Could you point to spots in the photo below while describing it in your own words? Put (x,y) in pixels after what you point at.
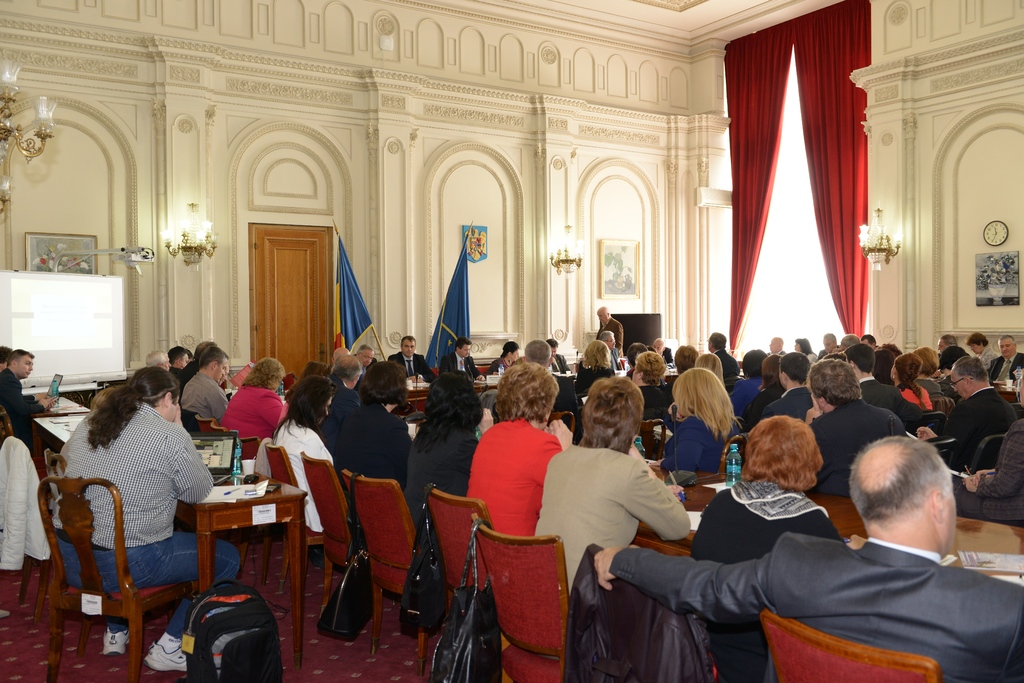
It looks like a conference room (408,659), there are lot of people (388,447) sitting and in the front (397,366) there is another table (410,391) in front of that there are some other people (461,362) sitting, back side there are two blue color flags (344,306) in the background (798,46) there is a big red color curtain (767,161) and a cream color wall (967,146).
